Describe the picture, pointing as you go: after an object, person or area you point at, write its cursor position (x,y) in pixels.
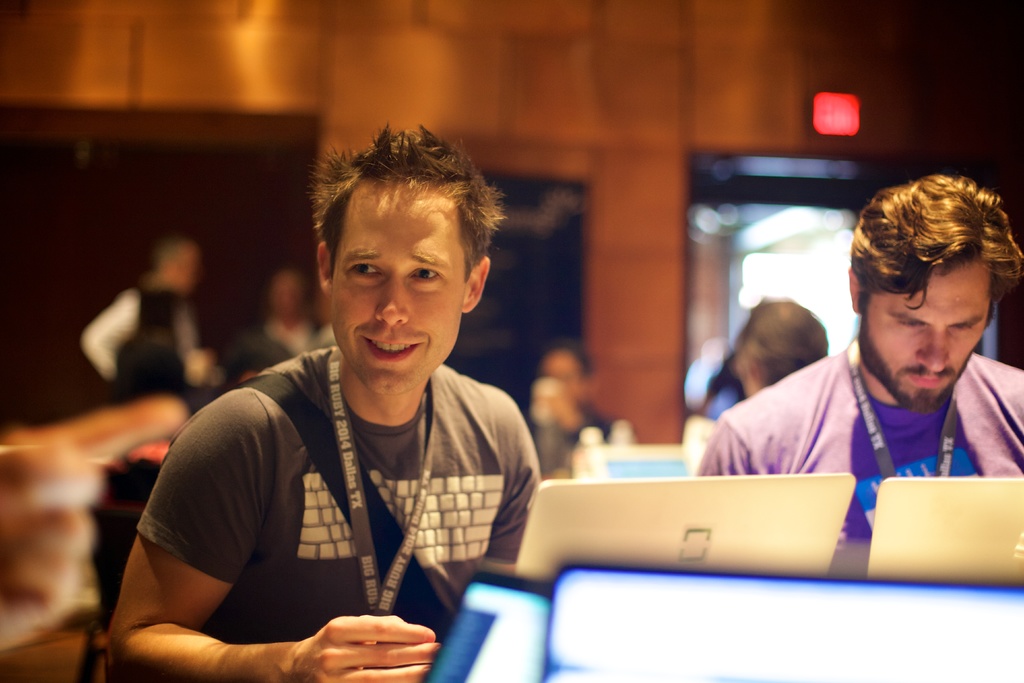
Here I can see two men (928,454) are sitting. The man (334,467) who is on the left side (340,425) is wearing a t-shirt (241,512) and smiling by looking at the left side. The man (878,392) who is on the right side (885,388) is looking into the laptop (945,552).
